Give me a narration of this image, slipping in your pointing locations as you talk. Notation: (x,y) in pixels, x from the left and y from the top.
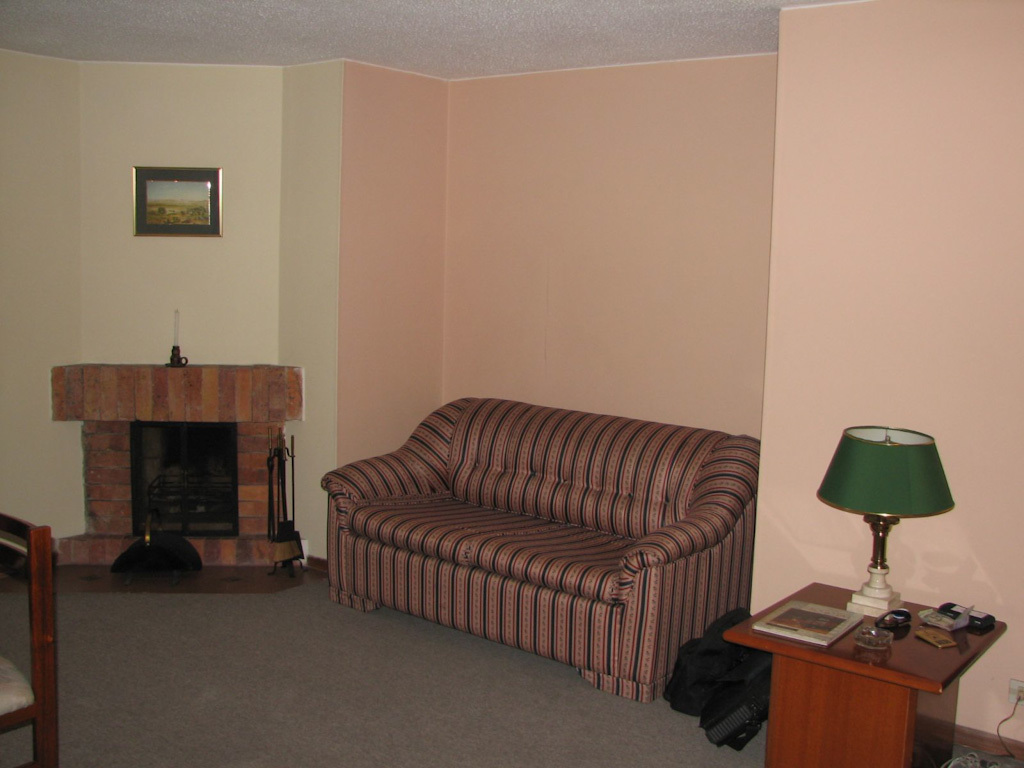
In the middle (512,488) there is a sofa (554,533). I think this is a house (537,291). In the left side (180,199) there is a photo frame (180,207) and in the left (35,699) there is a chair (38,688). On the right (870,712) there is table (876,680) on the table (867,697) there is a book (808,631) and some items (909,621) and a lamp (882,509). At the bottom (729,687) there is a bag (709,690). In the middle (628,332) there is a wall (931,261).
